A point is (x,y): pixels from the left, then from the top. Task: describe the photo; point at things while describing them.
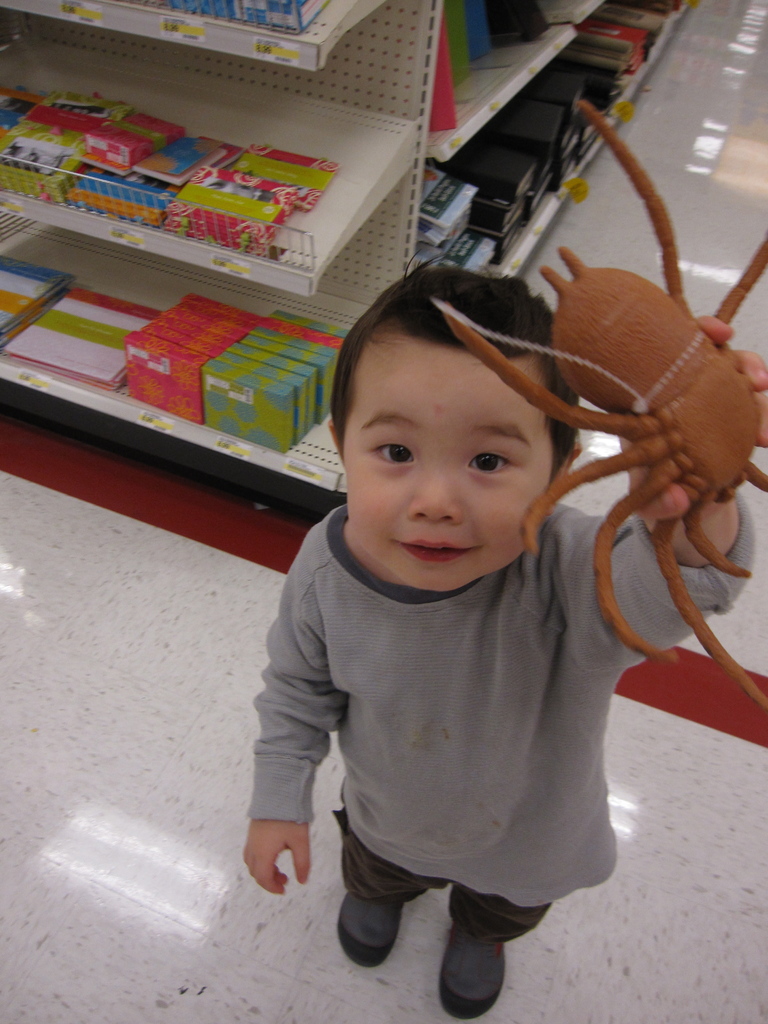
There is a boy (404,548) in gray color t-shirt (419,712) holding a toy spider (584,271) with one hand (670,515), smiling and standing on the white color floor (399,992). In the background (224,309), there are boxes (239,309), packets (153,166) and other objects (175,155) arranged on the shelves (560,186).
